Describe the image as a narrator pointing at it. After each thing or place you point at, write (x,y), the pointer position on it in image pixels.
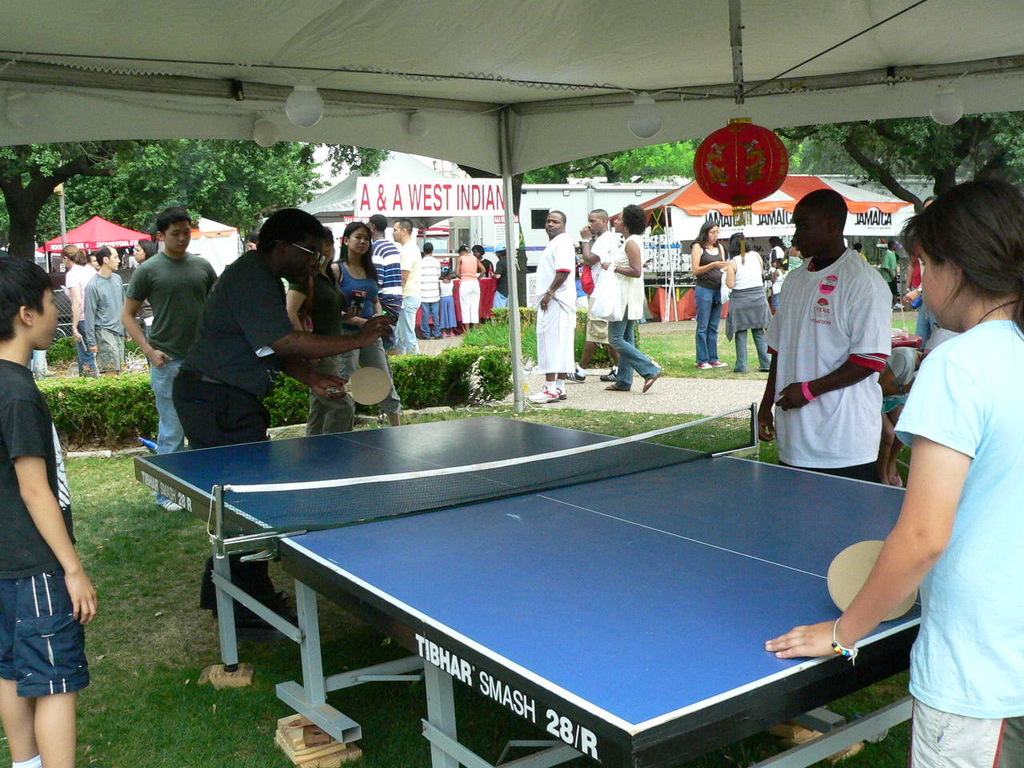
This picture is of outside which is clicked under the tent (479,22). On the right (988,226) there is a woman (976,510) standing, holding a bat (862,565) and seems to be playing. There is a man (821,298) wearing white color t-shirt (819,332) and standing. In the center (538,488) there is a table-tennis table (504,536) and there is a man (257,285) standing and playing table tennis. On the left (45,324) there is a boy (23,398) wearing black color t-shirt (13,440) and standing. In the background (688,266) we can see the group of people (590,263) standing near the stalls (469,199). We can see the buildings (606,187) and trees (186,160) and also the plants (460,376).
